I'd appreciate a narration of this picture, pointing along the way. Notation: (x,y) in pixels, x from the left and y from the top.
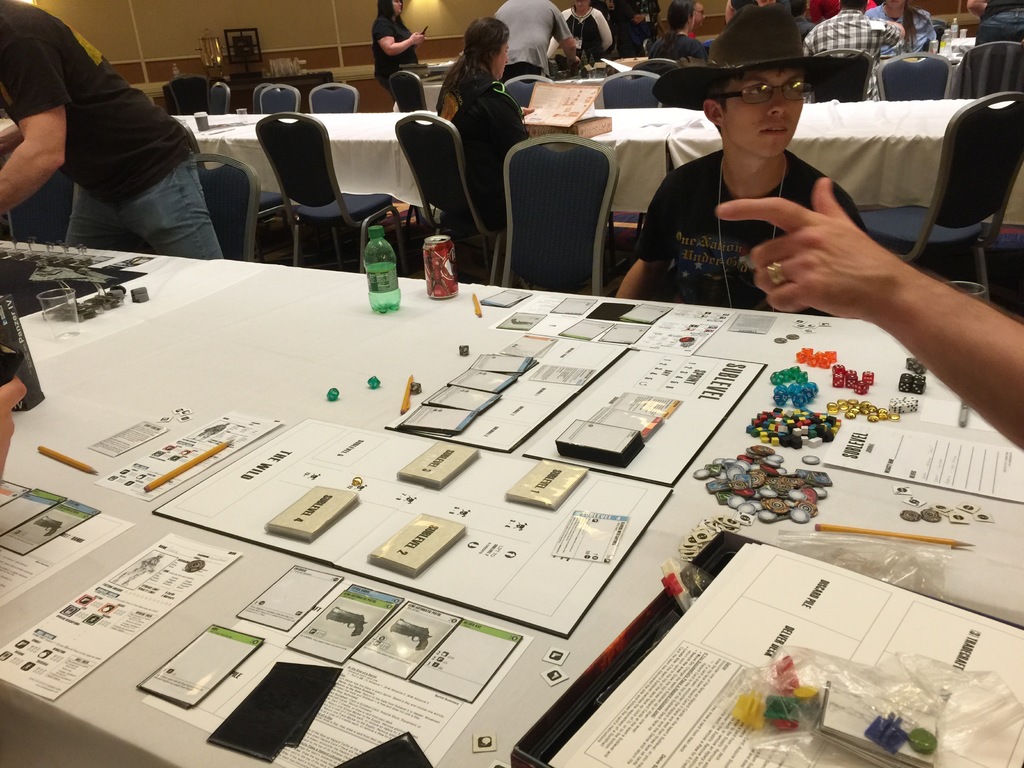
Here we can see a table (637,303) full of cards (391,660) and coins (768,492) and there is a bottle (395,273) and tin (432,276) there are people (494,123) sitting on chairs (589,218) here and there and some people (180,190) are standing here and there
